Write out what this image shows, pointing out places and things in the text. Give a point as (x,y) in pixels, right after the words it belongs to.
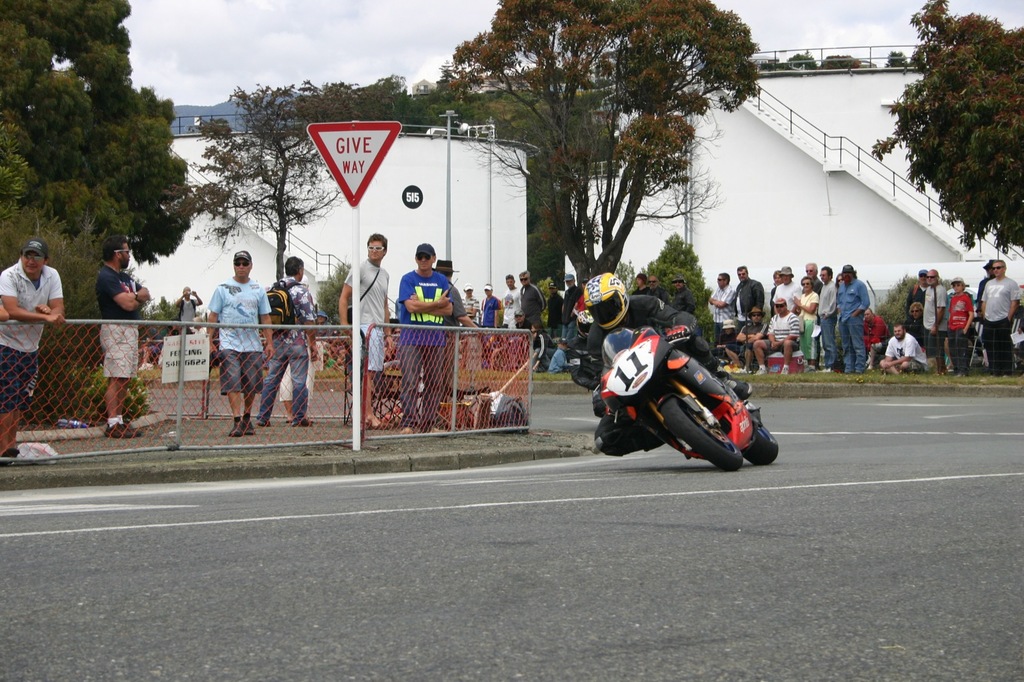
This picture is clicked outside. In the center (646,350) there is a person (594,354) riding a bike (721,429). On the left (17,294) we can see the group of people (430,305) standing on the ground (295,425) and we can see the mesh (427,399), metal rods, boards (332,137), poles (448,149). In the background (738,47) there is a sky (816,19), building (422,213), staircase (789,131), handrail (886,172), trees (944,55) and group of persons (904,339) and the plants (323,307).
